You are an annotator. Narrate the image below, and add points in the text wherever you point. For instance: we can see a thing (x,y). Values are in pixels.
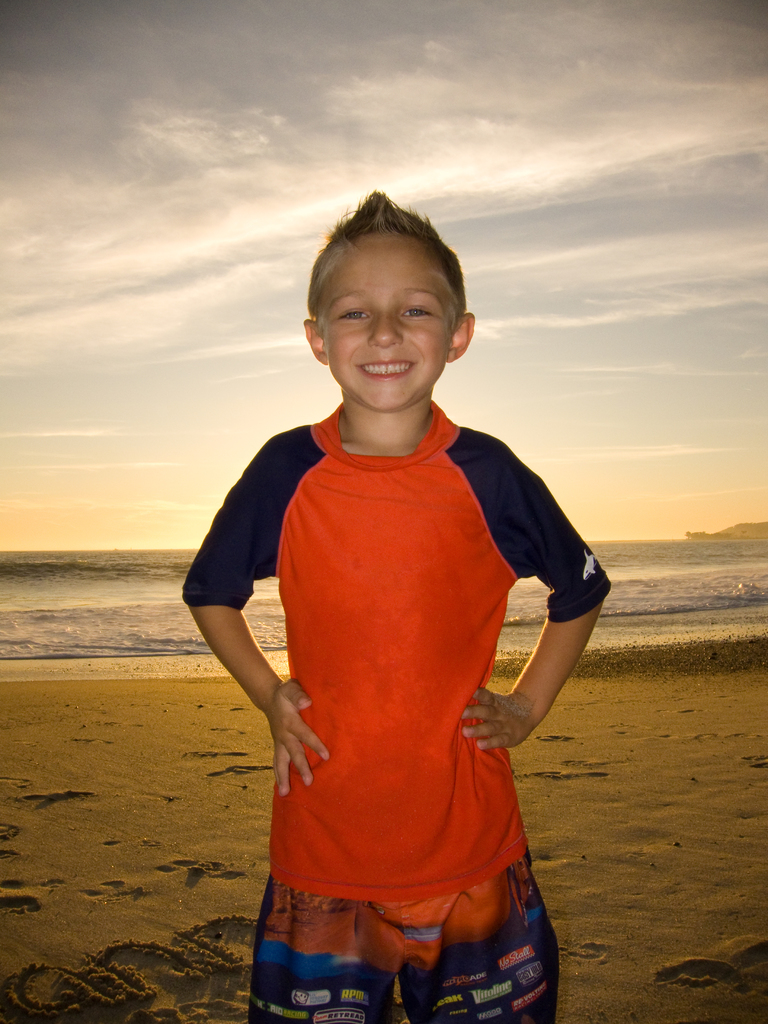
In this image we can see a boy (465,594) wearing dress (392,848) is standing on the shore (610,784). In the background (82,608), we can see the water (55,575) and the cloudy sky (305,260).
